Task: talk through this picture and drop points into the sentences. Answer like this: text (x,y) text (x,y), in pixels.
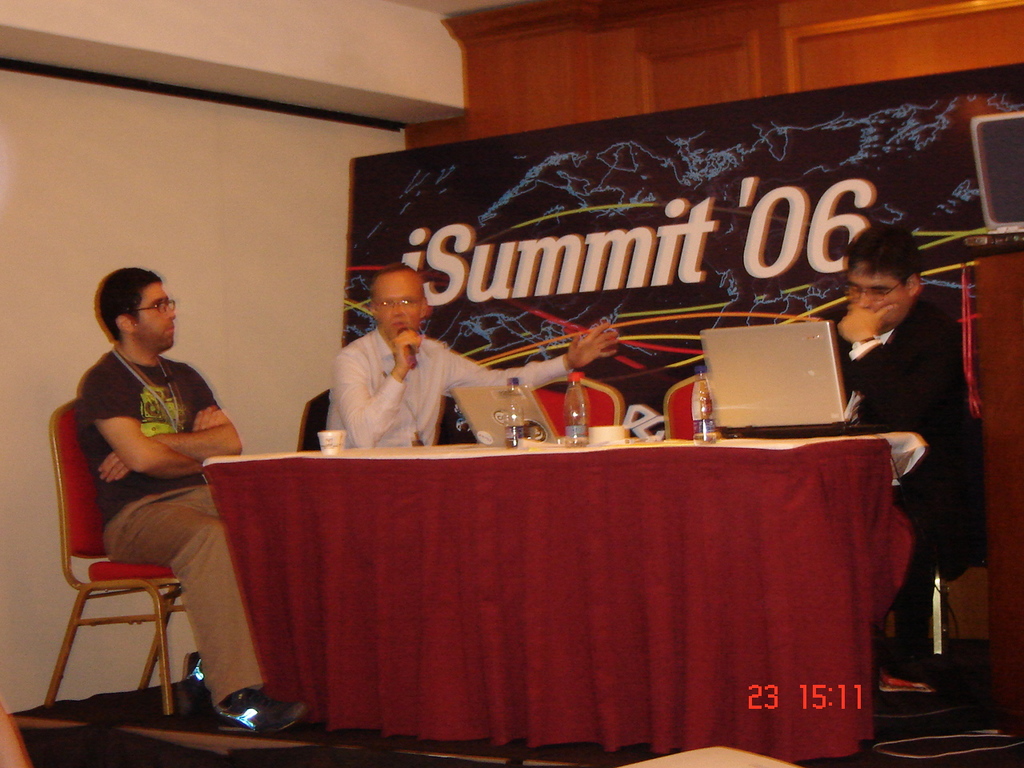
In this image there are three persons (203,441) sitting on the chairs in the middle of this image (389,375) is holding a Mic (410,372). There is a wall (158,210) in the background (344,217). There is a poster (621,315) in the middle of this image (546,289). There is a table (537,556) in the bottom of this image (565,592). There are some objects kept on it. There are two laptops (774,395) are kept on to this table (566,503).
